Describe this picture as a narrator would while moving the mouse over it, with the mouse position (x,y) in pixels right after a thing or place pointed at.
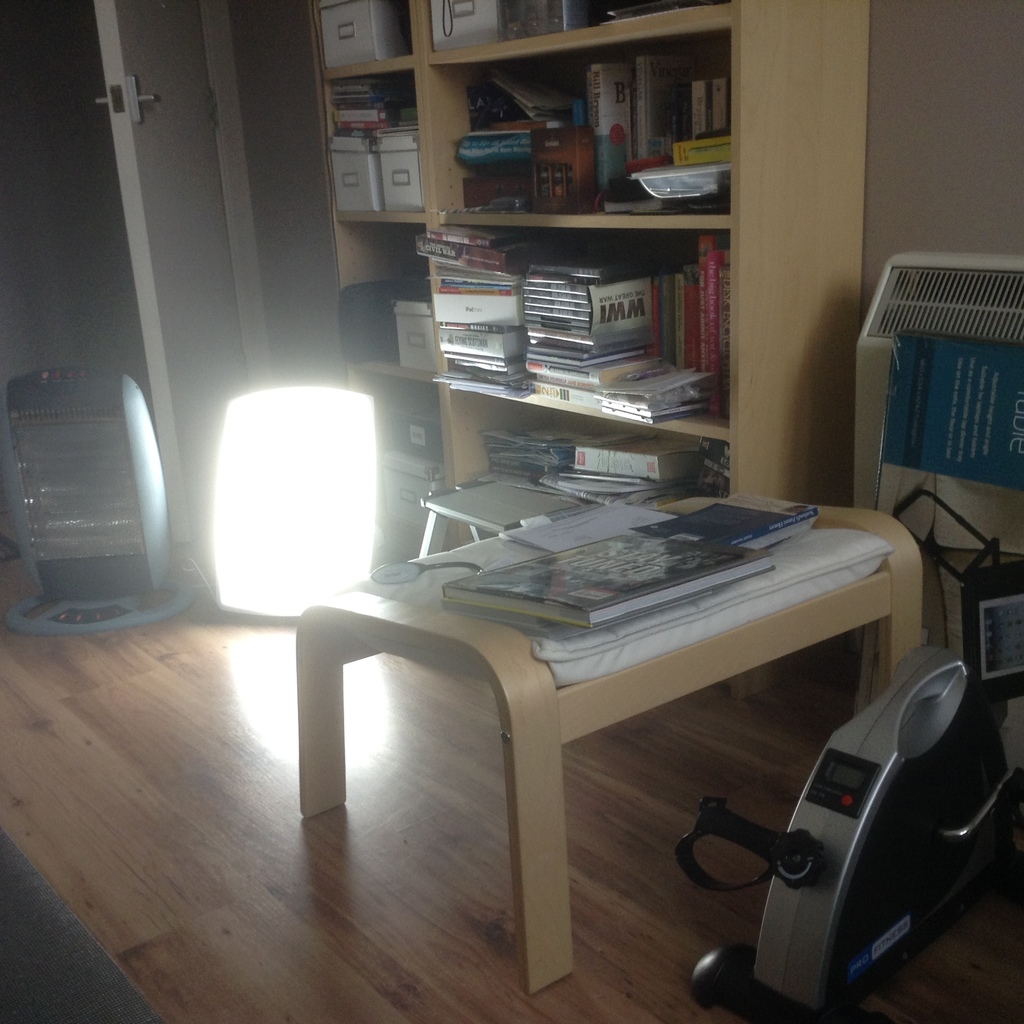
In a room (506,524) there is a table (894,579). On the table (647,567) there are some books (641,549). In the cupboard (657,241) there are many books (628,289) in the racks (605,241). And to the door (162,304) there is a light (345,467) and a heater (145,508). And to the right corner (932,805) there is a machine (925,833).
